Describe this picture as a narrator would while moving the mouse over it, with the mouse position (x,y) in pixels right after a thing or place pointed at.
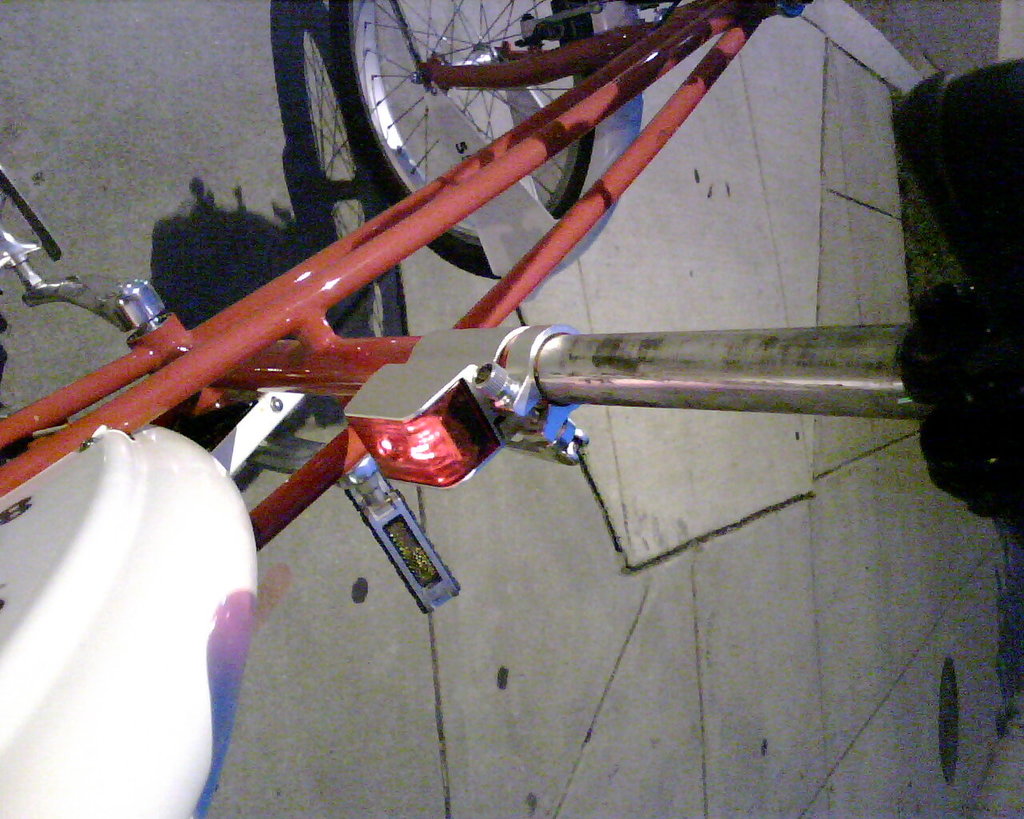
In this picture I can see the bicycle (461,183) on the floor (620,257).
